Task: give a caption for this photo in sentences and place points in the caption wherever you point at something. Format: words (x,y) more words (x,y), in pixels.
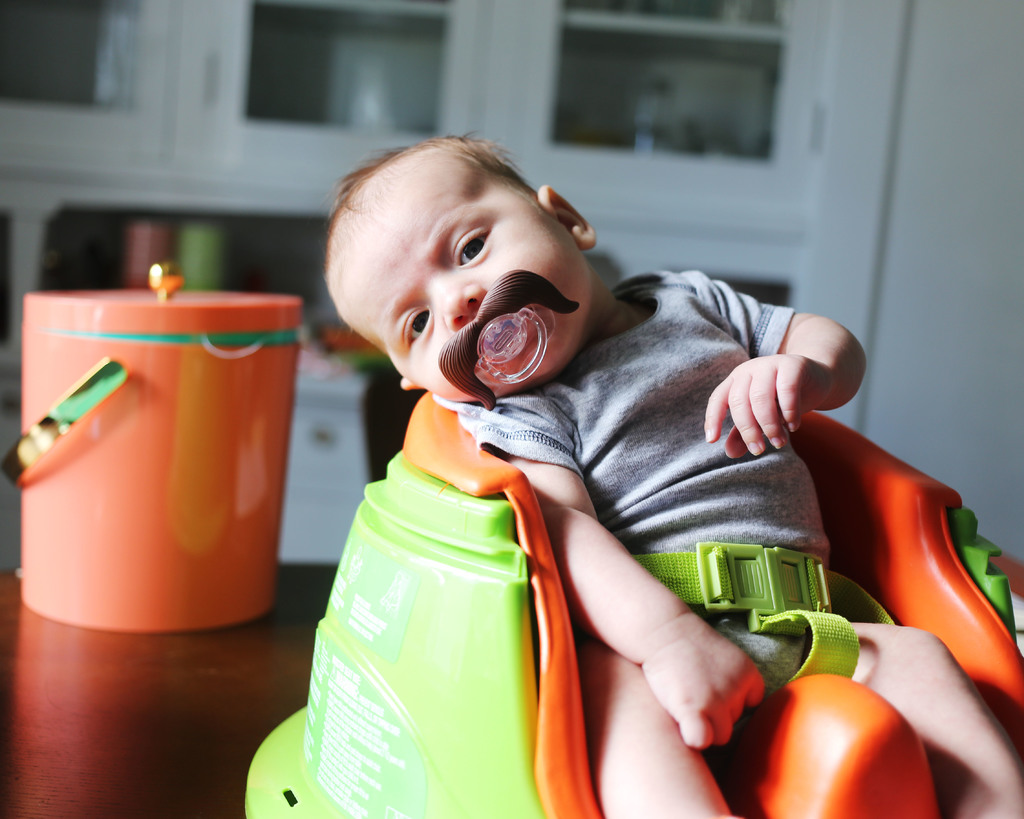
In this image we can see a baby (644,609). In the background of the image (34,2) there are cupboards (748,191), wall (970,90). There is a bucket (58,592) on the surface (74,708).
